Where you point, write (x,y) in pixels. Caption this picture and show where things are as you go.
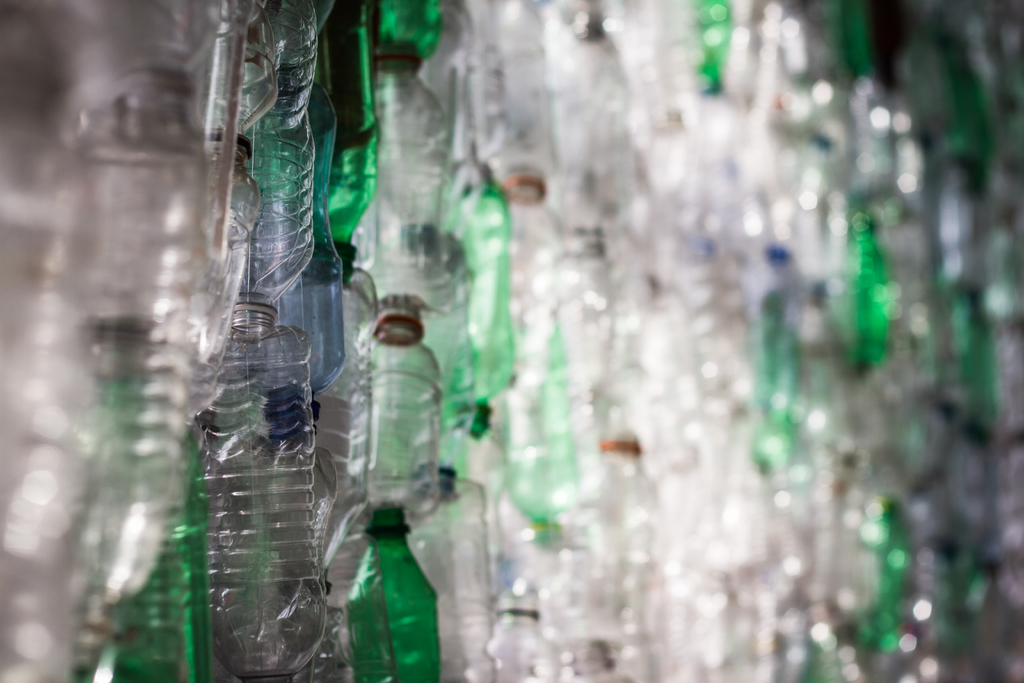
In this image i can see many bottles (404,185).
